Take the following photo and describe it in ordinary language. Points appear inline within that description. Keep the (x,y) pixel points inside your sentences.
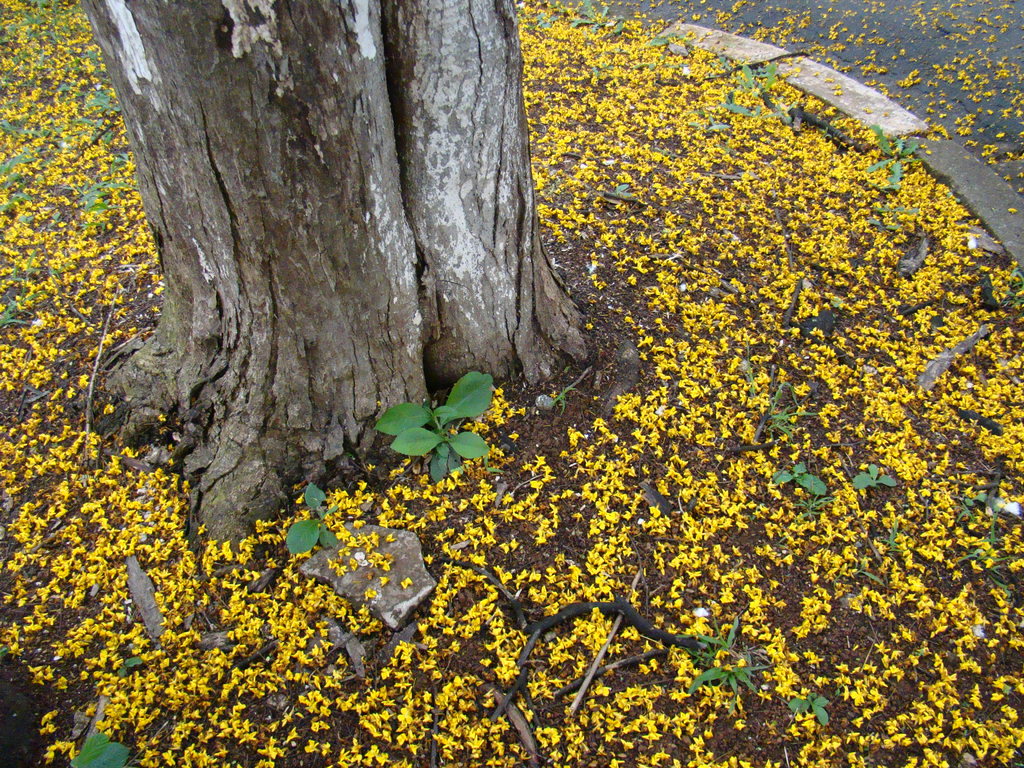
In this picture there is a trunk (362,132) at the top side of the image (441,22) and there are sticks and flowers (606,565) on the floor (900,320), which are yellow in color.
